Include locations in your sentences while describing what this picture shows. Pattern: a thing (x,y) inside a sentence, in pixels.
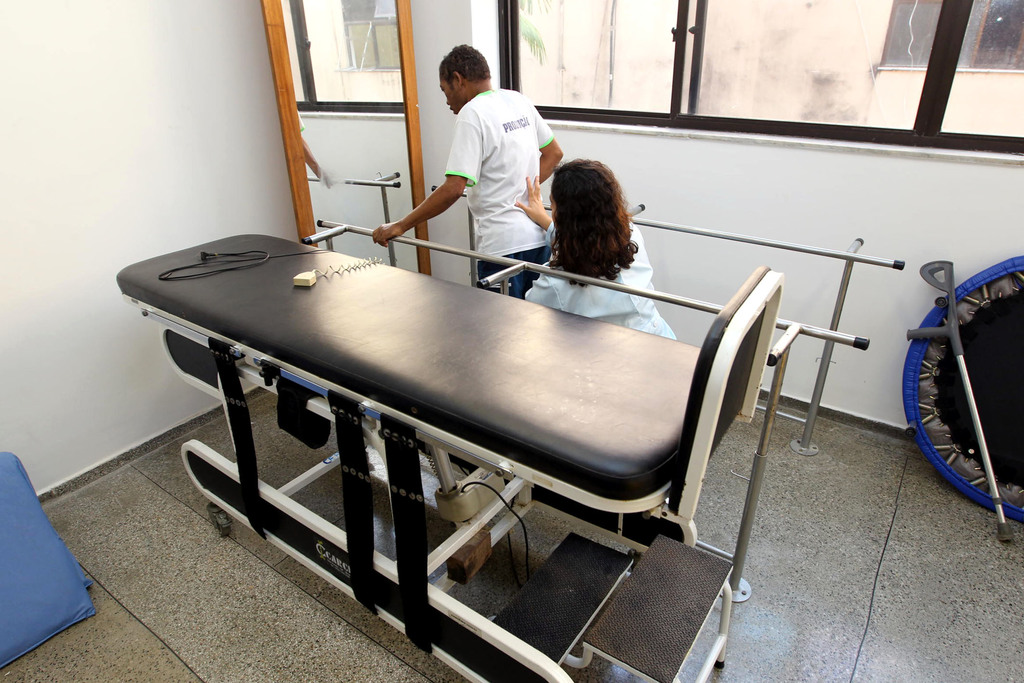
In the image there is a patient bed (398,321) in the middle of the room (305,669) and behind it there is a seated woman (595,257) and a man (515,129) standing on the floor (793,658) and over the back (625,36) there are glass windows (739,82) on the wall (775,217), on the right side (949,336) there is a crutch (930,279) leaning on a trampoline (953,462).
